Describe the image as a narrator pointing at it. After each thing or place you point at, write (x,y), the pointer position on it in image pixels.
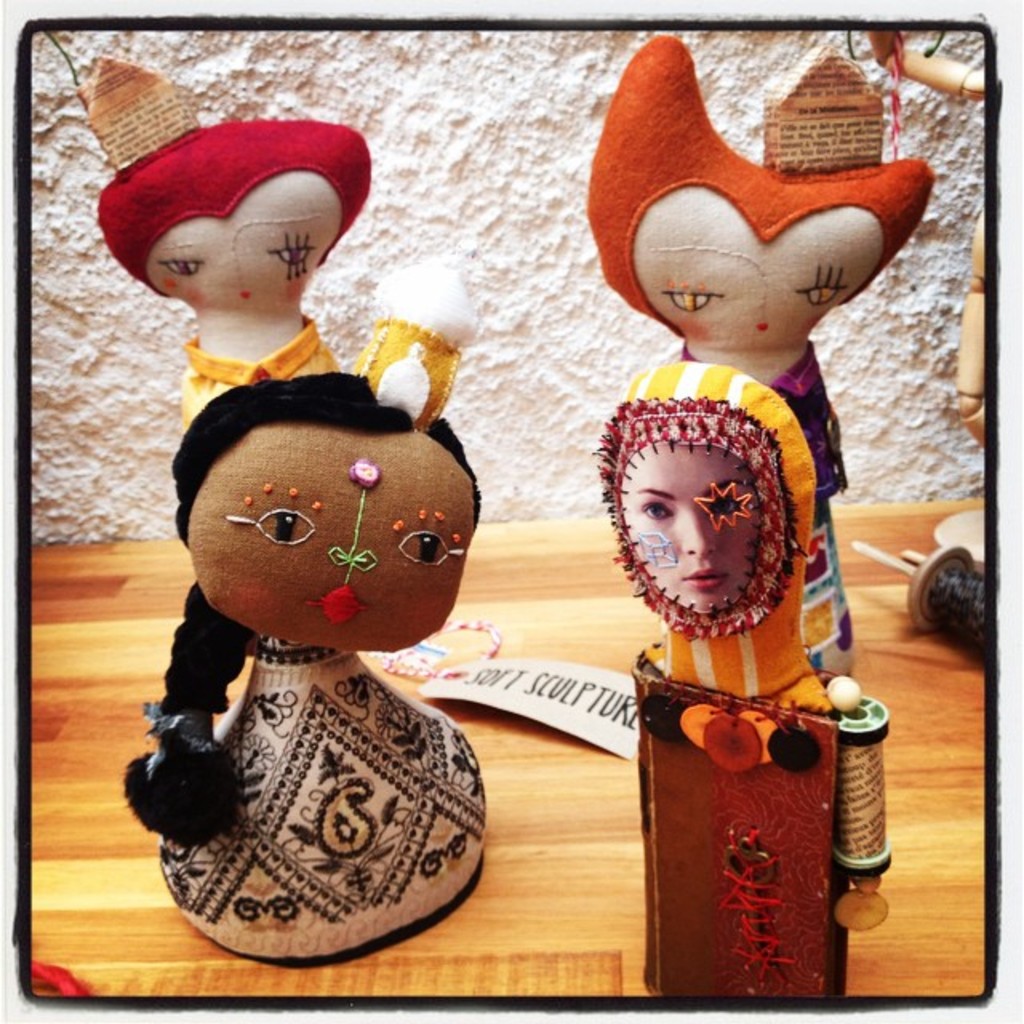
In this image there are four dolls (365,497) on the table (562,773). In the background (486,129) there is a wall (476,123).
